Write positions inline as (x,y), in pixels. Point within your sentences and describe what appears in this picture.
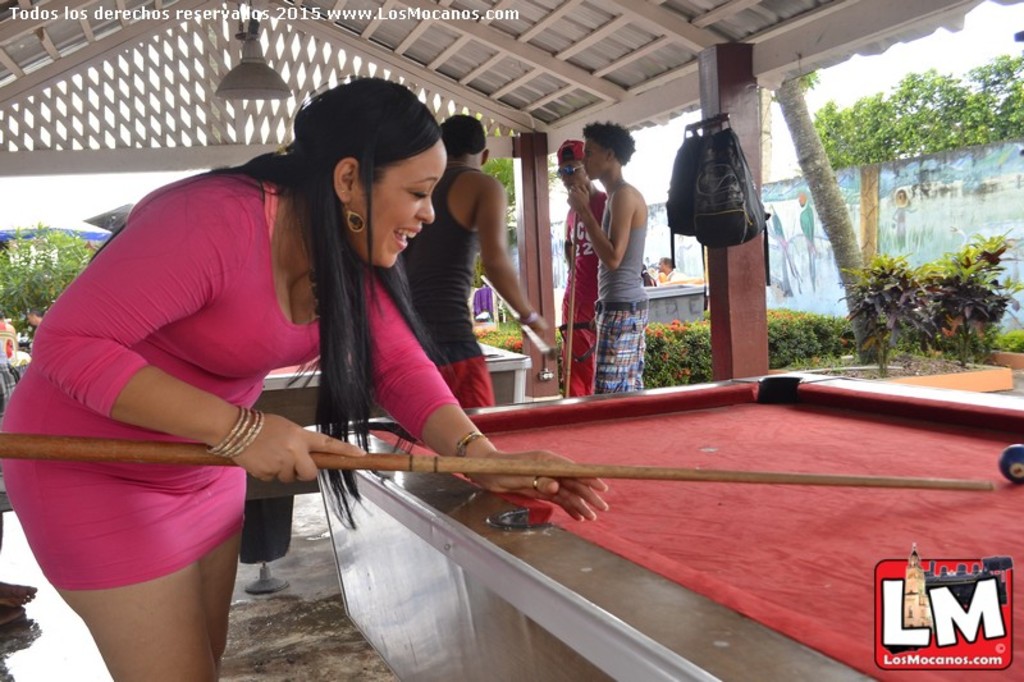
In this picture there is a lady (83,474) at the left side of the image (225,518) and there is a board (789,664) at the right side of the image (1017,505), the lady (496,448) is playing the game and there are other people (582,357) those who are standing at the center of the image (630,242) they are also playing the game, there are trees (844,220) around the area of the image and there are two bags (683,224) which are hanged at the right side of the image (687,144).
